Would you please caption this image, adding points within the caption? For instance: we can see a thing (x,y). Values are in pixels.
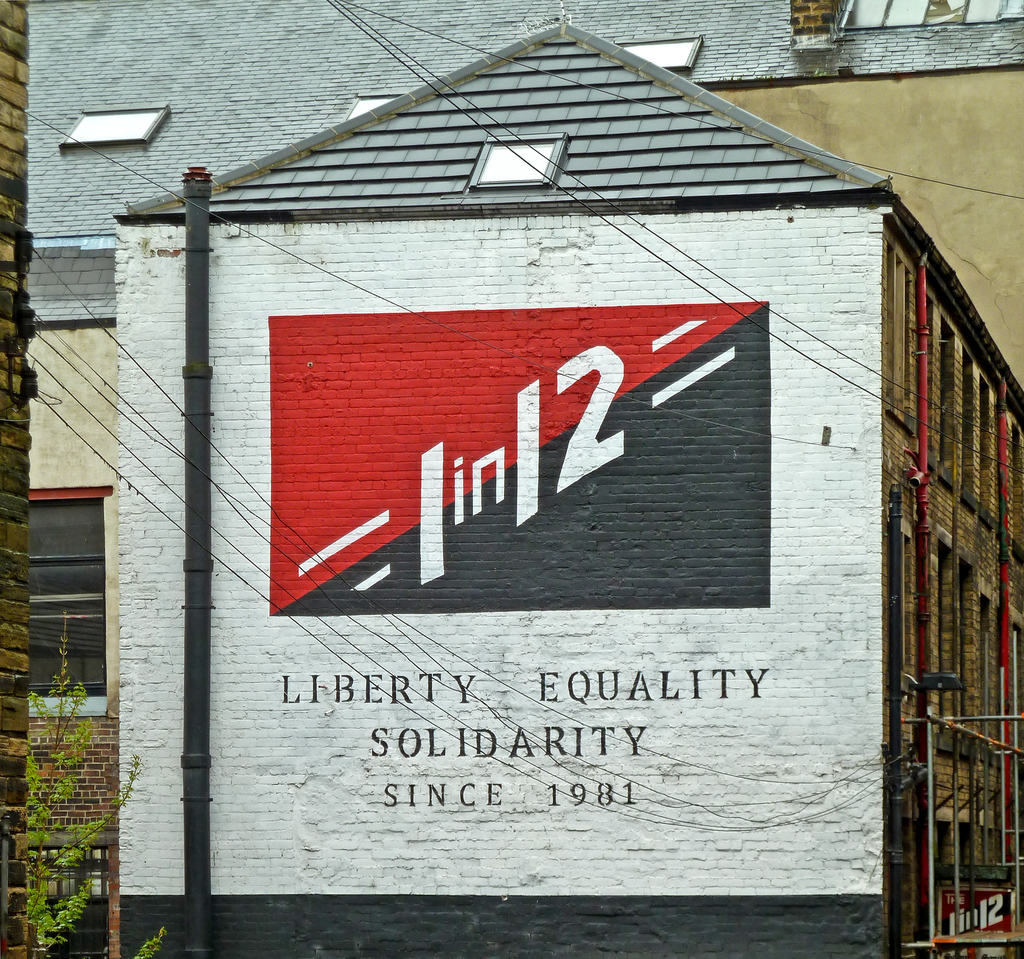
There is a building (324,462). On the building (424,692) something is written. Also there is a logo (570,408). Near to the building (121,636) there is a tree (63,862). Also there are wires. In the back (811,126) there are other buildings (67,838).
